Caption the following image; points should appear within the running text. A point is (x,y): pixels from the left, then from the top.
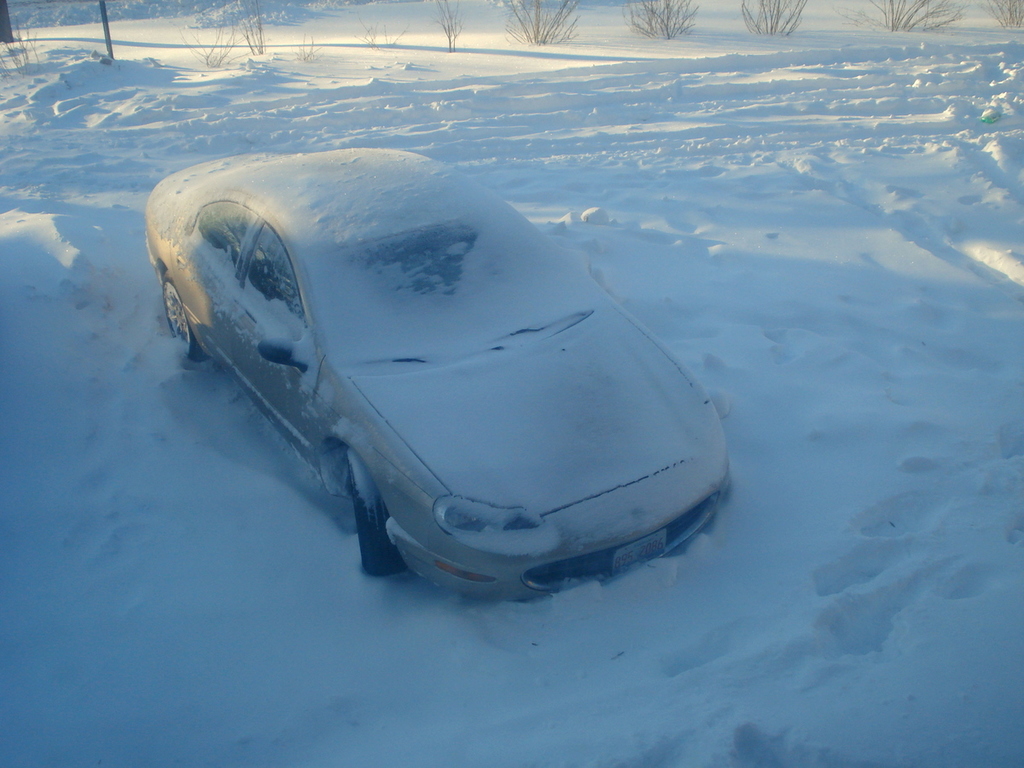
In this picture I can see a car (371,262) covered with snow (408,203), and in the background (711,193) there is snow (626,60) and there are plants (1020,7).
